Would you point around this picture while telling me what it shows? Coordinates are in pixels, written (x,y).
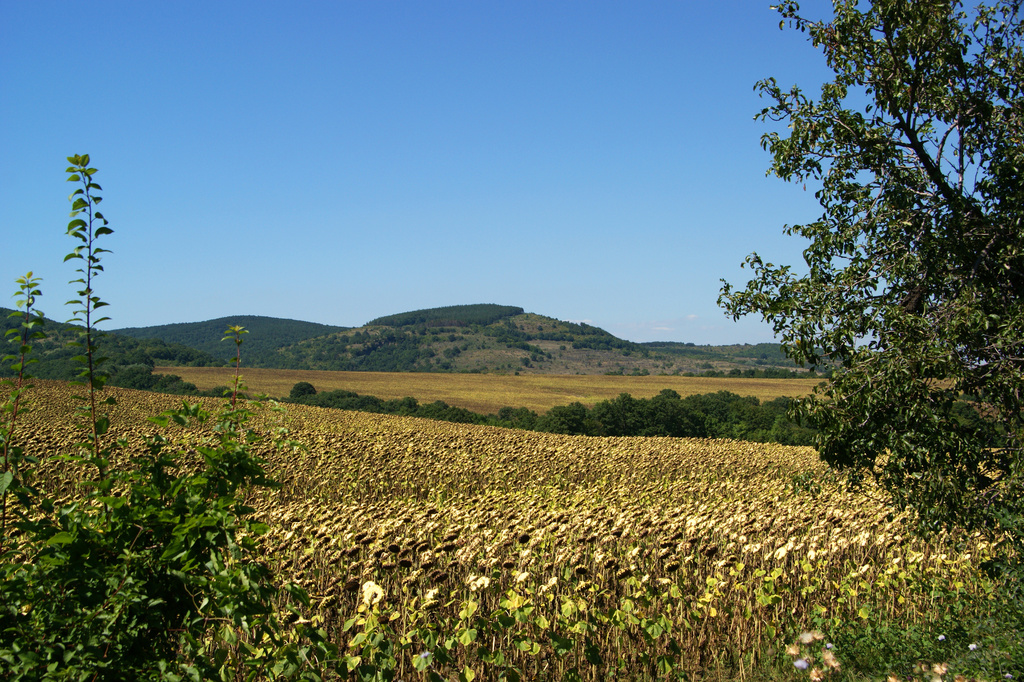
In this picture there is greenery (243,502) at the bottom side of the image (429,536).
